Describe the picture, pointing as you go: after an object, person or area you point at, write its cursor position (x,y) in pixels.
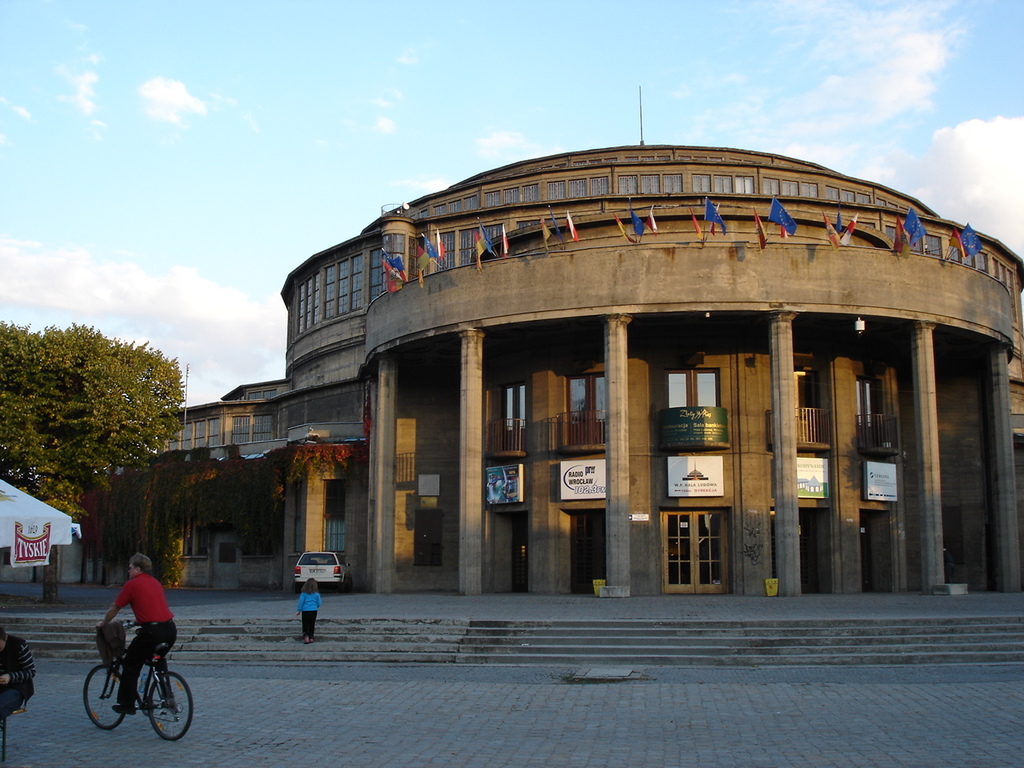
In this image we can see a building (598,265). There are few trees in the image. There are few staircases (486,657) in the image. We can see a person (311,620) walking in the image. There is a person (147,654) riding a bicycle (150,672) in the image. There is a person (28,670) at the left side of the image (18,682). There are few boards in the image. We can see the clouds (858,118) in the sky (843,124). There is a car (338,562) in the image.
